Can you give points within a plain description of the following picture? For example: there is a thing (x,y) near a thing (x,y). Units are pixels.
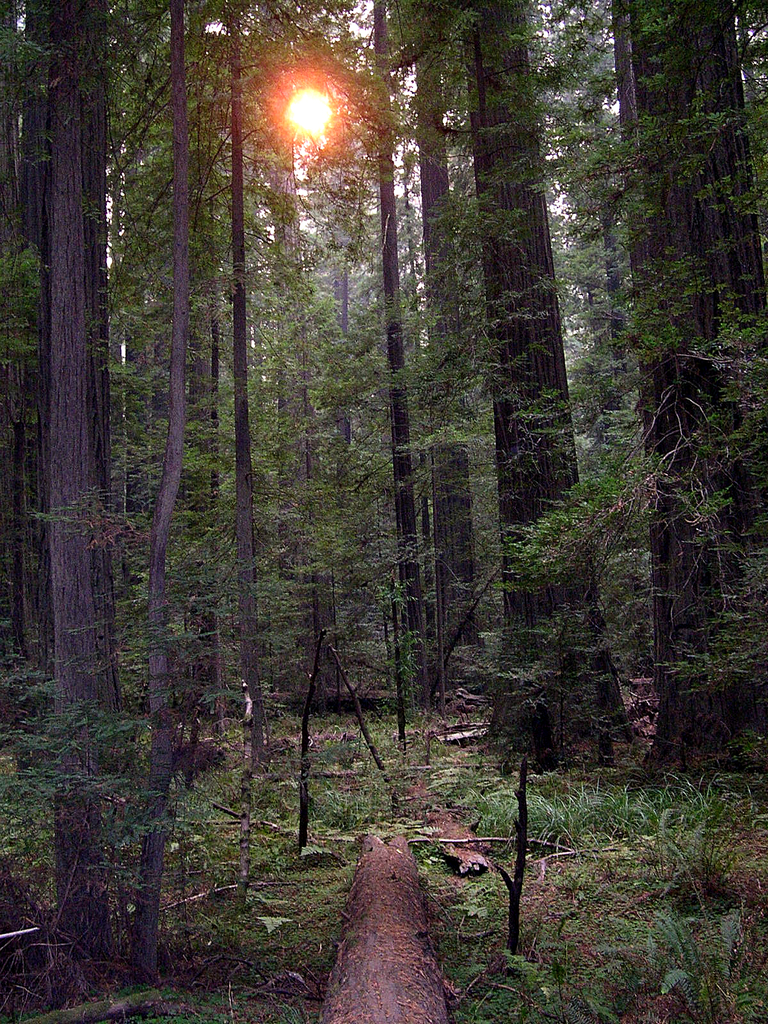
In this image we can see some trees (302,476), plants (324,760) and wood (361,936) on the ground (338,782), in the background (301,149), we can see the sunlight (311,139) and the sky (301,149).
